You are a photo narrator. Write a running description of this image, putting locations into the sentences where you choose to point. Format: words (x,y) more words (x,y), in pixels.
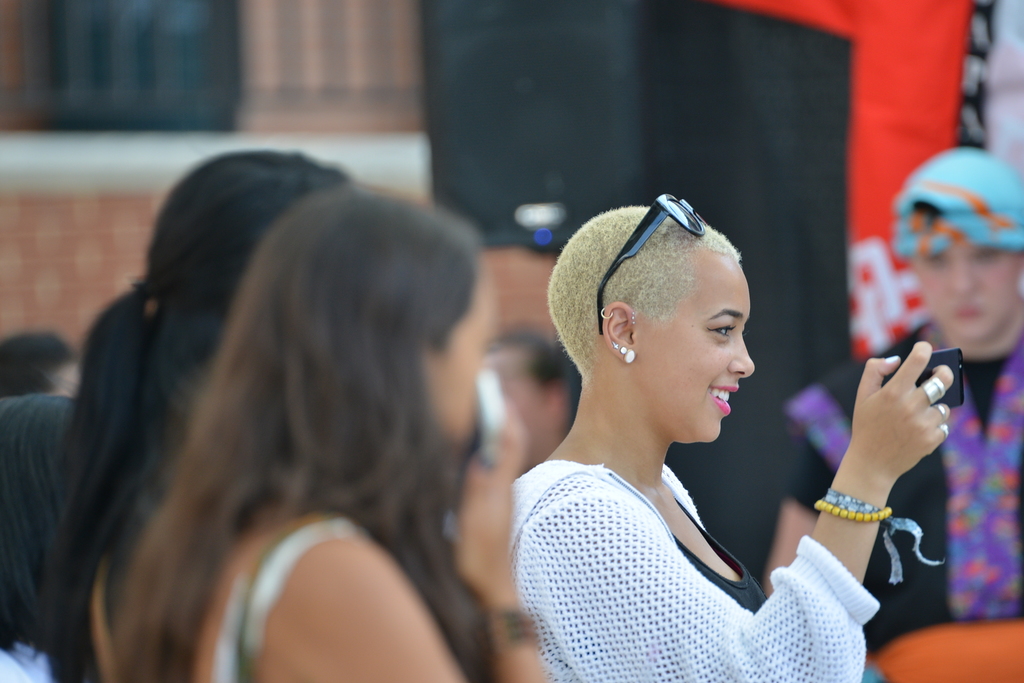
In this image we can able to see a lady (866,457) holding a phone (939,352) and she is having glasses (650,225) on her head (668,235) and she is wearing earrings (630,361) she is wearing hand bands (838,511) and she is wearing rings (931,391) and there is a person (993,580) who is wearing blue color hat (920,202) there are two ladies (257,427) here.
